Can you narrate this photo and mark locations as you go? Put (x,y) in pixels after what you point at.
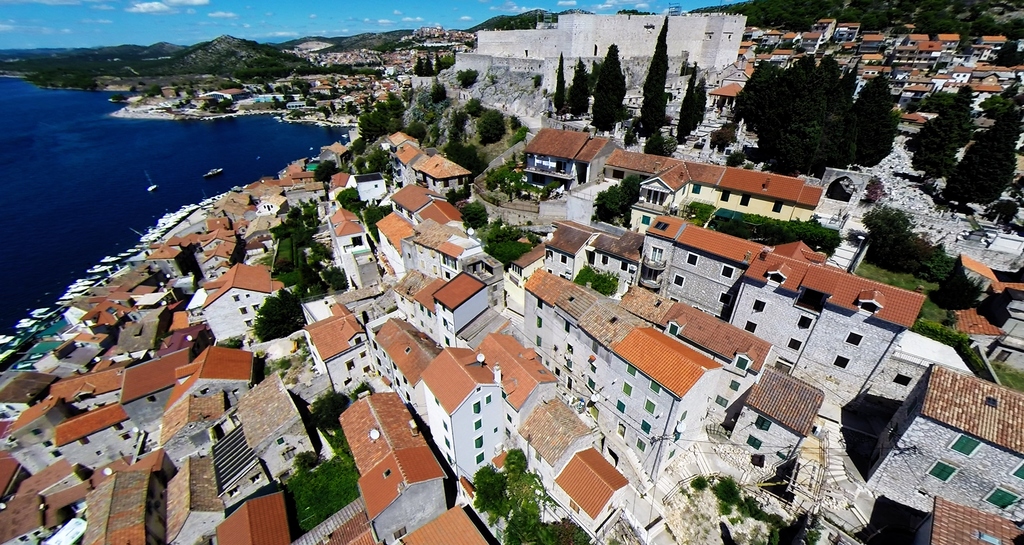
In the middle of the image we can see some buildings (975,519) and trees (999,54). Behind them we can see some hills (220,44). At the top of the image (455,26) we can see some clouds (30,1) in the sky (79,20). In the top left corner of the image (12,90) we can see water (1,316), above the water (195,142) we can see some ships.
